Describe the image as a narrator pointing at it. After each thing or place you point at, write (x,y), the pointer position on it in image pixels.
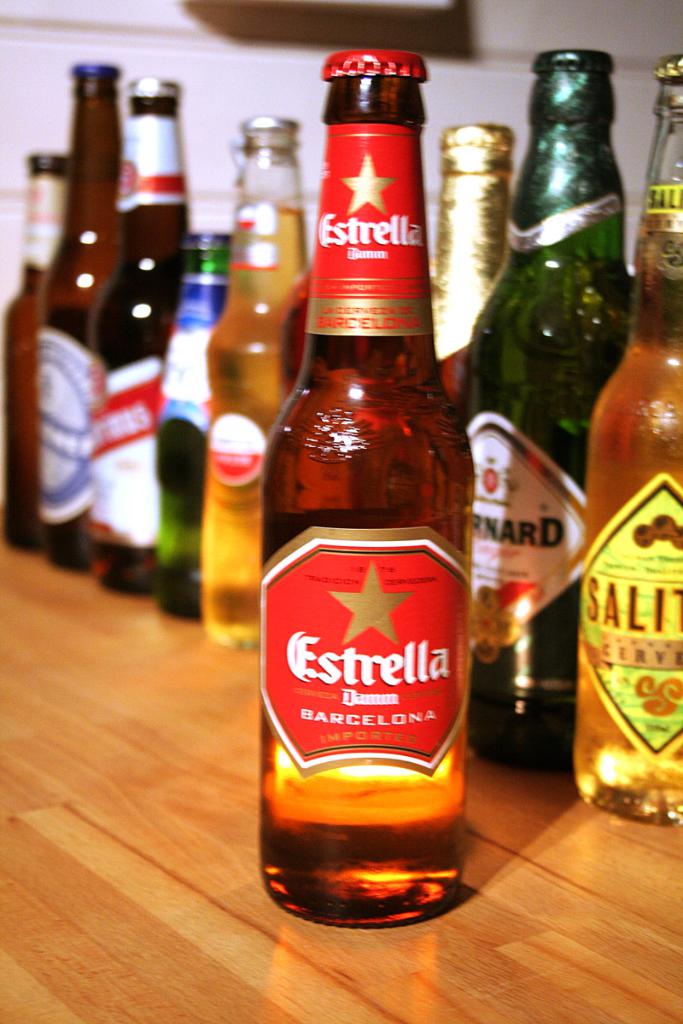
There are different types of glass bottles (357,446) placed on the table (255,872) in this picture. In the background (210,51) there is a wall (625,31).
